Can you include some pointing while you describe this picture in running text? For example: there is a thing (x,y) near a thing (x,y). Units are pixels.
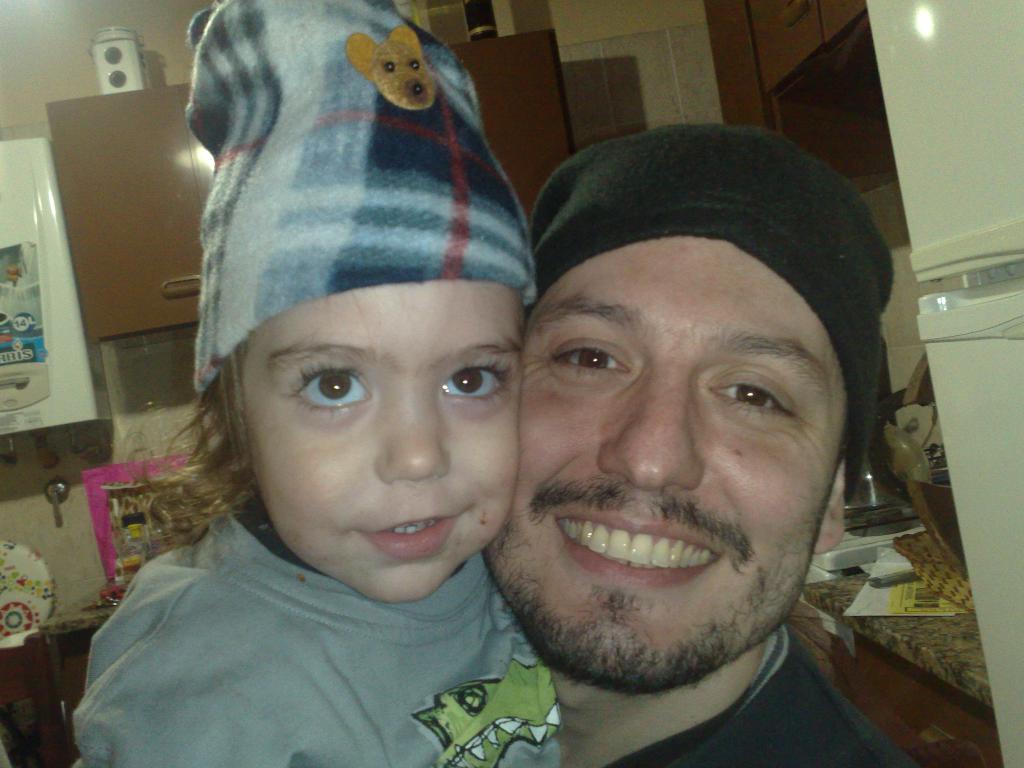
This picture shows man (544,534) and a girl (415,496) both of them wore caps (483,244) on their heads (272,318) and we see cupboards (728,42) on their back (126,258) and we see a refrigerator (976,504) on the side and we see a gas stove (867,534) and a carry bag (147,495) and we see smile (402,534) on their faces (384,525).
